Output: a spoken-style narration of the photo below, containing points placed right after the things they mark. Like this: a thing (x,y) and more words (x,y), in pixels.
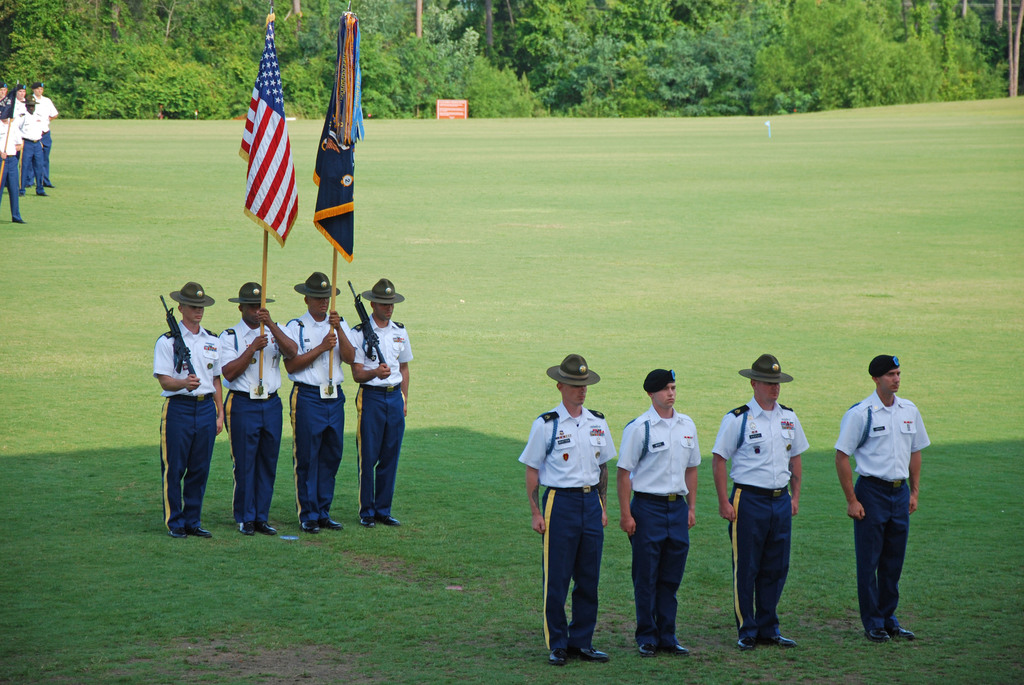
In this image, we can see few people (868,546) are on the grass (198,681). Few are holding some objects (379,358) and wearing caps (898,367). Top of the image (648,73), we can see so many trees (57,81). Here we can see flags (348,168).
